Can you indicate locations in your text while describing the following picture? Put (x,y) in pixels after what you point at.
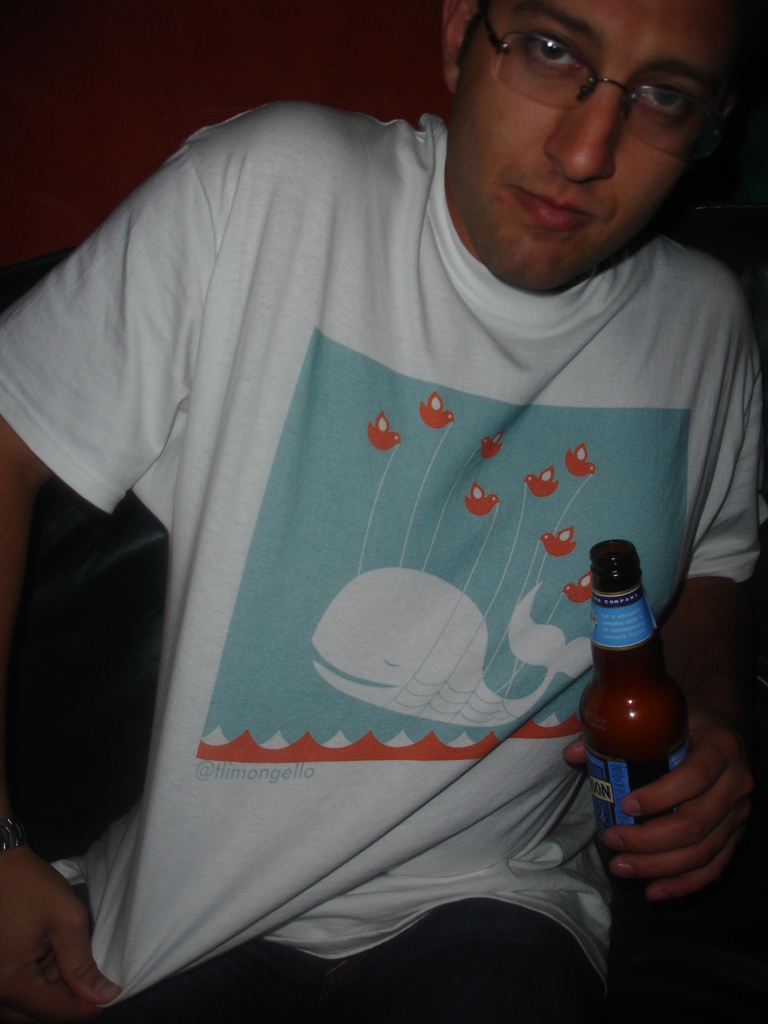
This picture shows a man (289,354) seated and holding a beer bottle (620,712) in his hand (628,801).
